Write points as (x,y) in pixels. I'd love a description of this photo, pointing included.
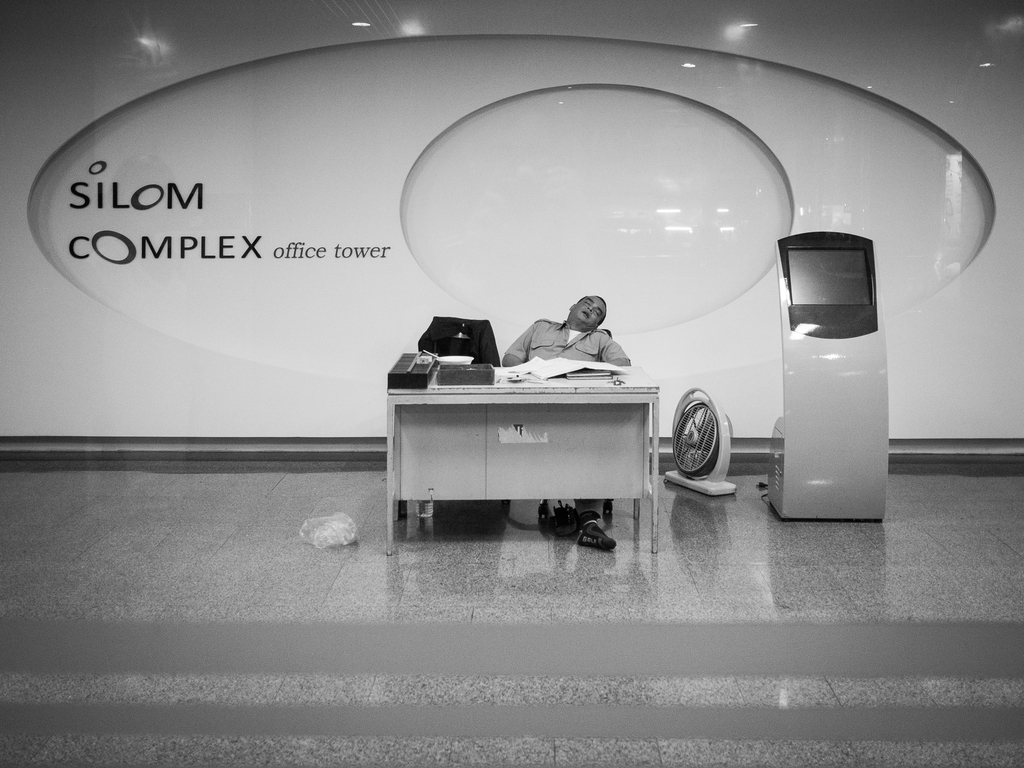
This picture shows a man (535,346) laying on the chair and we see some papers (579,363) and a box (473,371) on the table (398,479) and we see a table fan (710,492) and a monitor (792,360) and we see a hoarding (578,223) on the wall (380,295).
